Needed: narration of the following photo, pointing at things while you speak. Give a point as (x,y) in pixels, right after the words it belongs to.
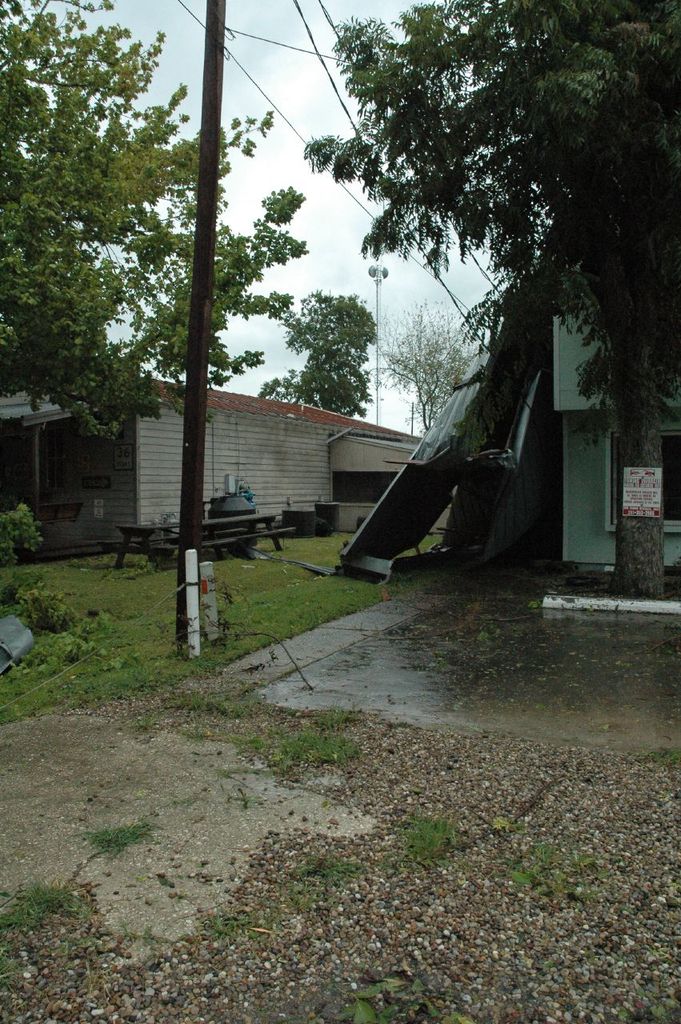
At the bottom of the picture (377,843), we see the stones (370,876), grass (230,921) and the pavement (405,672). In the middle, we see an electric pole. On the right side (621,234), we see a tree (626,286) and a board (651,494) in white color with some text (647,514) written on it. Behind that, we see a building (589,424) and a grey color sheet (524,397). On the left side (165,221), we see the trees (88,416). In the middle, we see a bench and the black color objects (299,520). In the background (346,384), we see a building (364,426), trees (364,379) and a street light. At the top (258,33), we see the sky (312,68).
